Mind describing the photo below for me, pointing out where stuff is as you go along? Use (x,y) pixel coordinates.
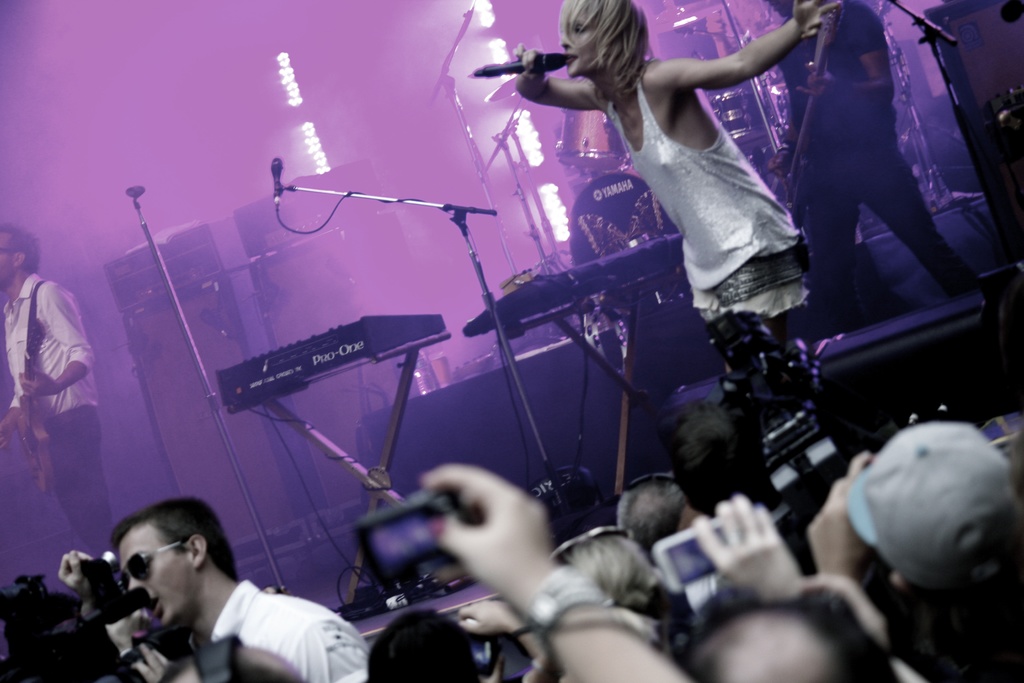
In this picture there are people (696,432) as audience (896,508) at the bottom side of the image (580,523) and there is a stage (520,456) in the center of the image (534,453), there is a girl (580,14) on the stage (506,447), on the right side of the image (763,211), by holding a mic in her hand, there is another boy (10,417) who is standing on the left side of the image (62,337), he is playing the guitar (35,397) and there are musical instruments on the stage (550,333).
